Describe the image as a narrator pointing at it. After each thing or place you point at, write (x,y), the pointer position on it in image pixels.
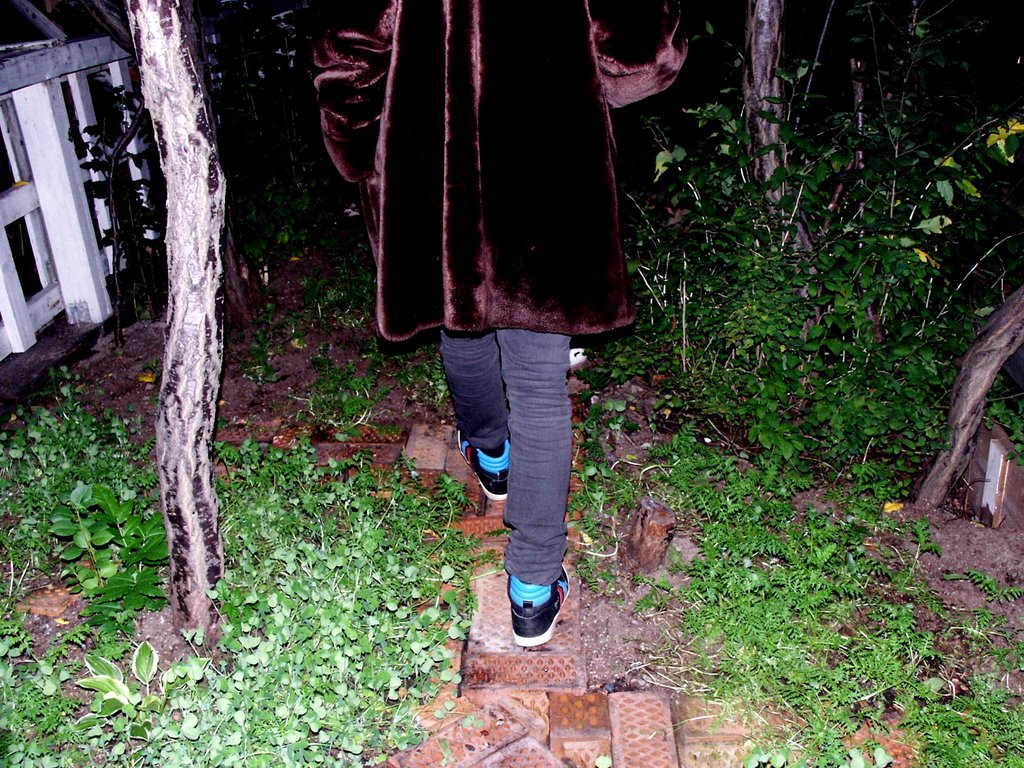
This image consists of a person's (570,284) walking. He is wearing a brown jacket (484,241). At the bottom (388,595), there are small plants (345,606). On the right (809,294), there are trees (771,26). On the left (97,213), there is a fencing (74,250).
